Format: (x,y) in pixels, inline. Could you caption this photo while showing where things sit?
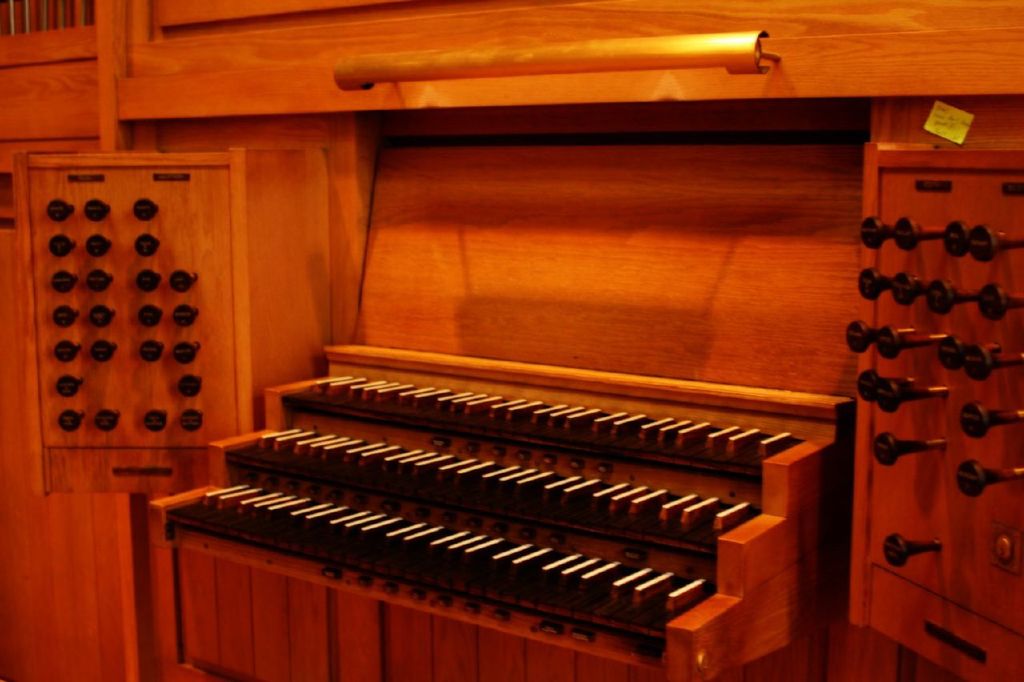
In this image in the center (528,448) there is some object (311,610), and it looks like a table (464,432). On the table (750,546) there are buttons (518,500), and on the right side (951,370) and left side (214,309) there is a board (208,324). On the board (213,336) there are some objects (866,383), and in the background (598,233) there is a wooden board (86,64) and one pole (738,58) and wall (20,509).
